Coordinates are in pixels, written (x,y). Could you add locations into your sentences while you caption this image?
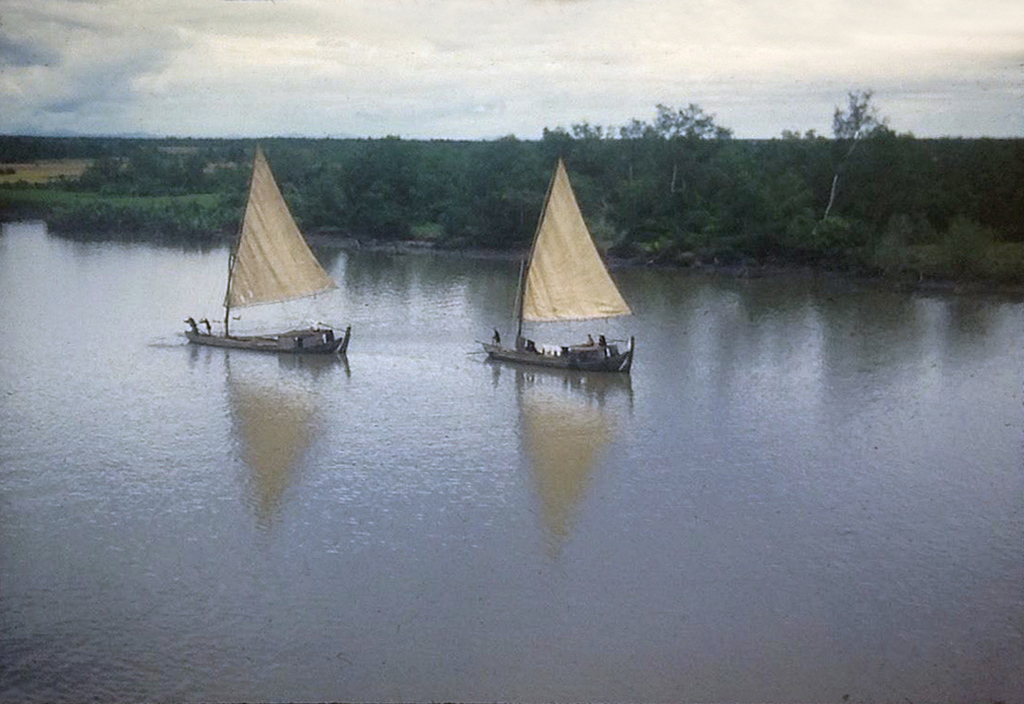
In the picture I can see two boats (340,342) on the water (409,494). In the background (406,170) I can see trees (467,170) and the sky (378,43).
